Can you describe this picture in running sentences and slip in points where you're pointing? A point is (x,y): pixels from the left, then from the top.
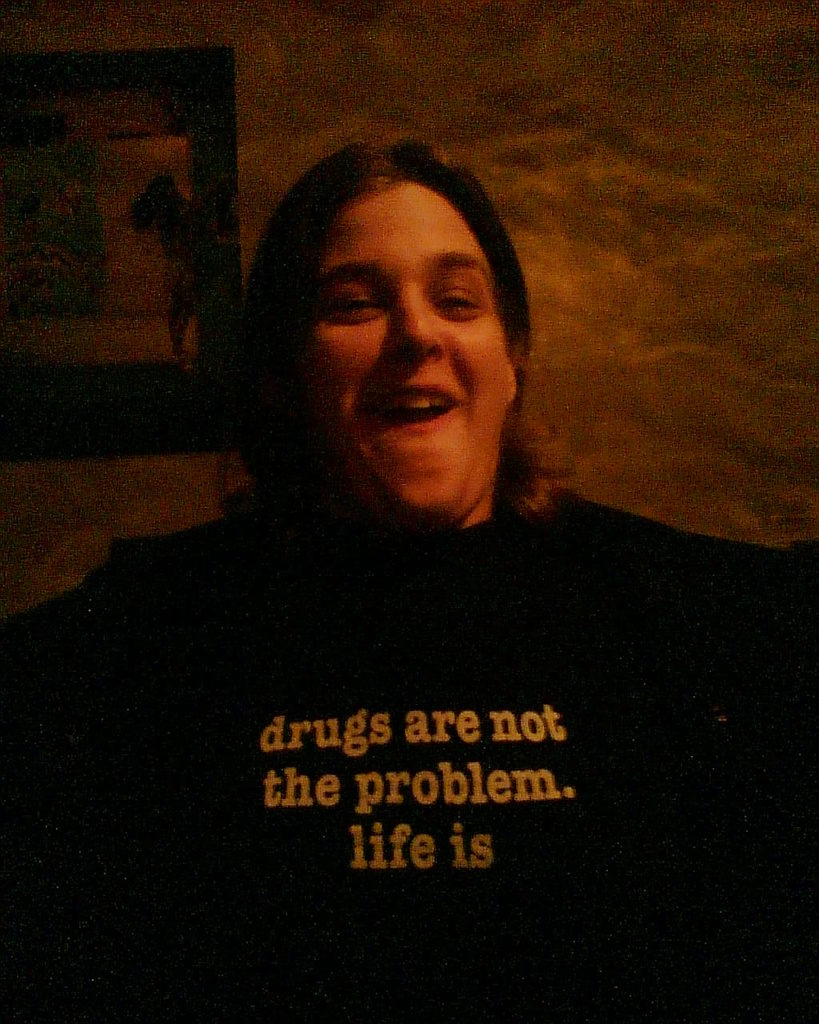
In this image I can see the person (478,618) is wearing black color dress (634,740). I can see few objects (79,223) and the dark background (625,118).
